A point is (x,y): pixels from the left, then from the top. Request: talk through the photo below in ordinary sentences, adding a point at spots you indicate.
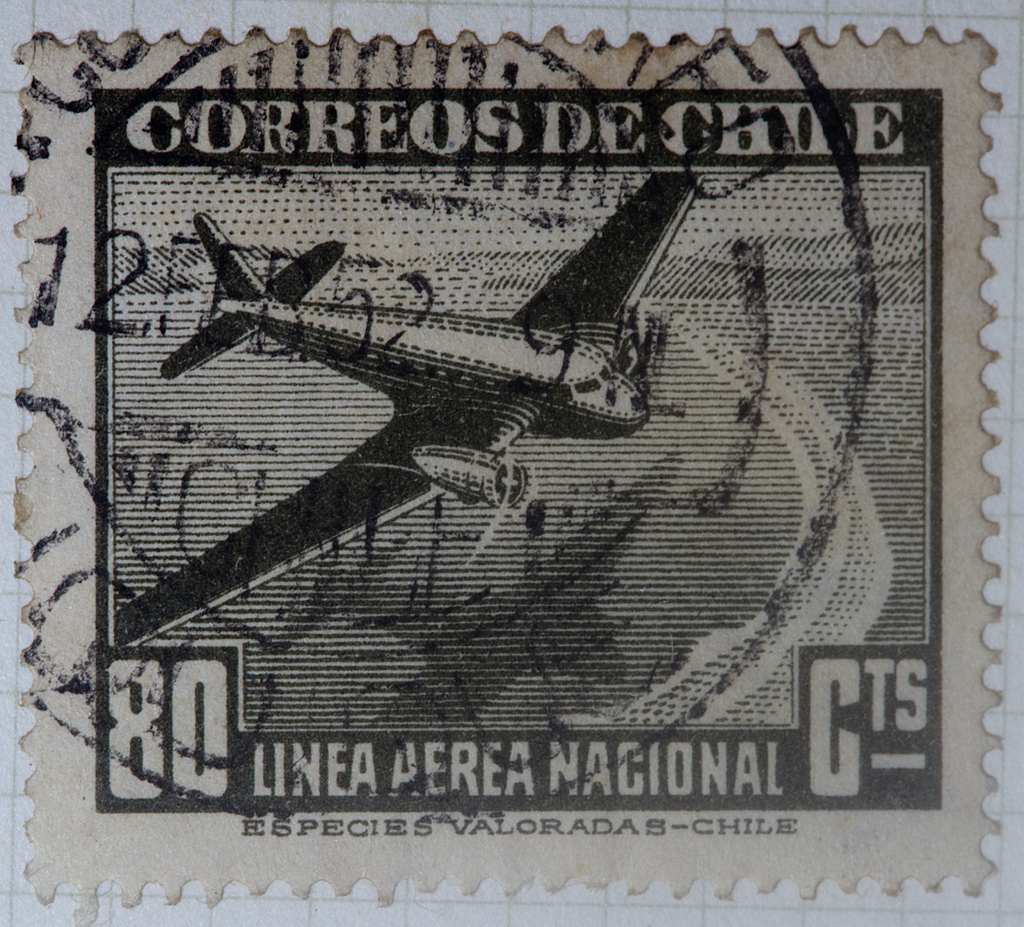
There is a stamp paper (275,259) attached to a white color surface (364,896) as we can see in the middle of this image (676,328).
